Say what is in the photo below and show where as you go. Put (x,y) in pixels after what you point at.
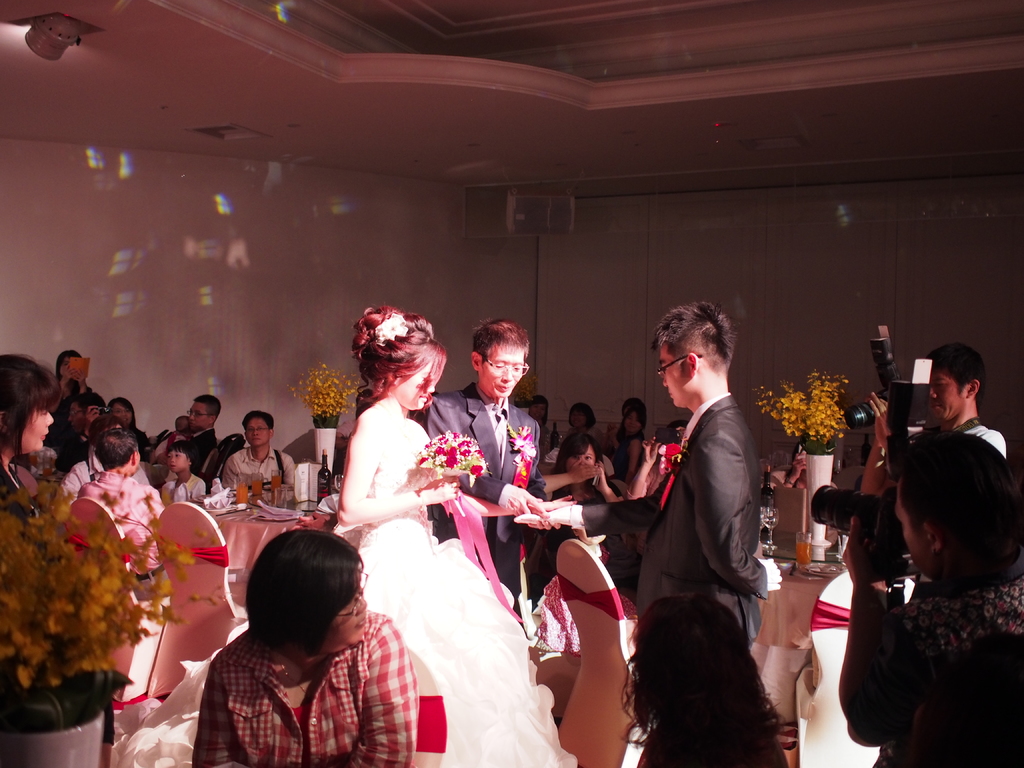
In the center of the image (383,448) we can see a bride (433,570) and bridegroom (737,431) standing. On the right (935,635) there are people (919,702) holding cameras (880,528). We can see people (758,720) sitting and some of them are standing. In the background (199,235) there are walls (513,239) and we can see lights (57,45). There are flower vases (344,412).
